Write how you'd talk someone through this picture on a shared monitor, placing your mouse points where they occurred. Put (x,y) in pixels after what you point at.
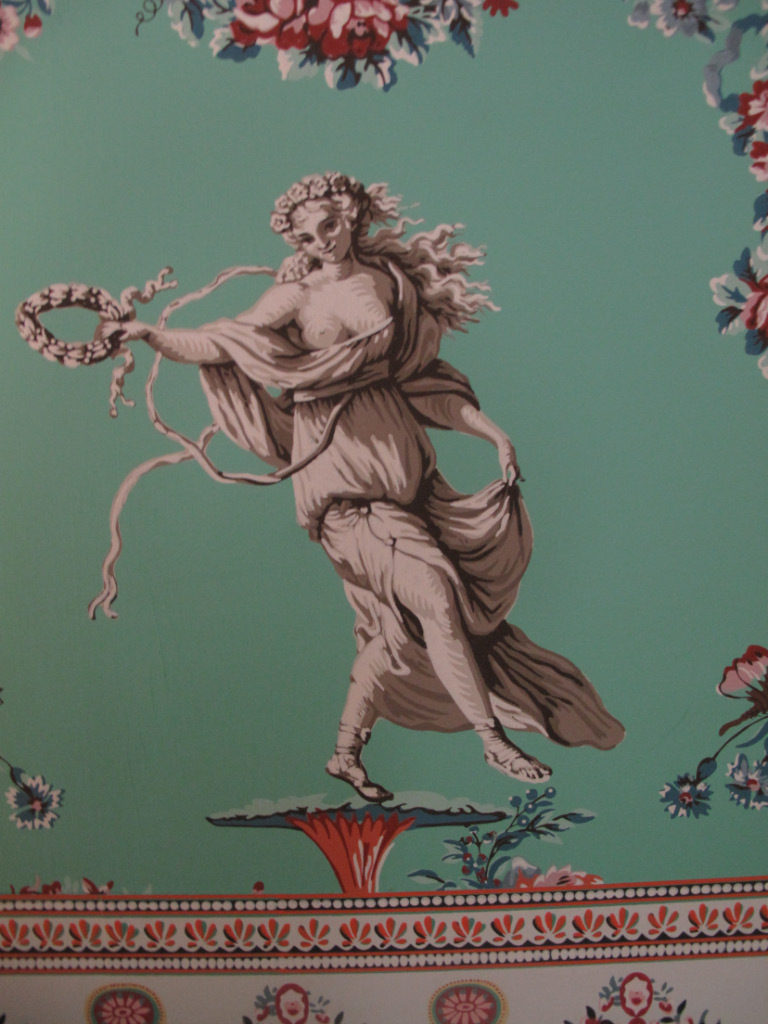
It is a painting. Here we can see a human (383,591) is holding some objects (117,319). Here there are few flowers (737,701) and leaves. At the bottom (364,957), we can see design (739,928).
